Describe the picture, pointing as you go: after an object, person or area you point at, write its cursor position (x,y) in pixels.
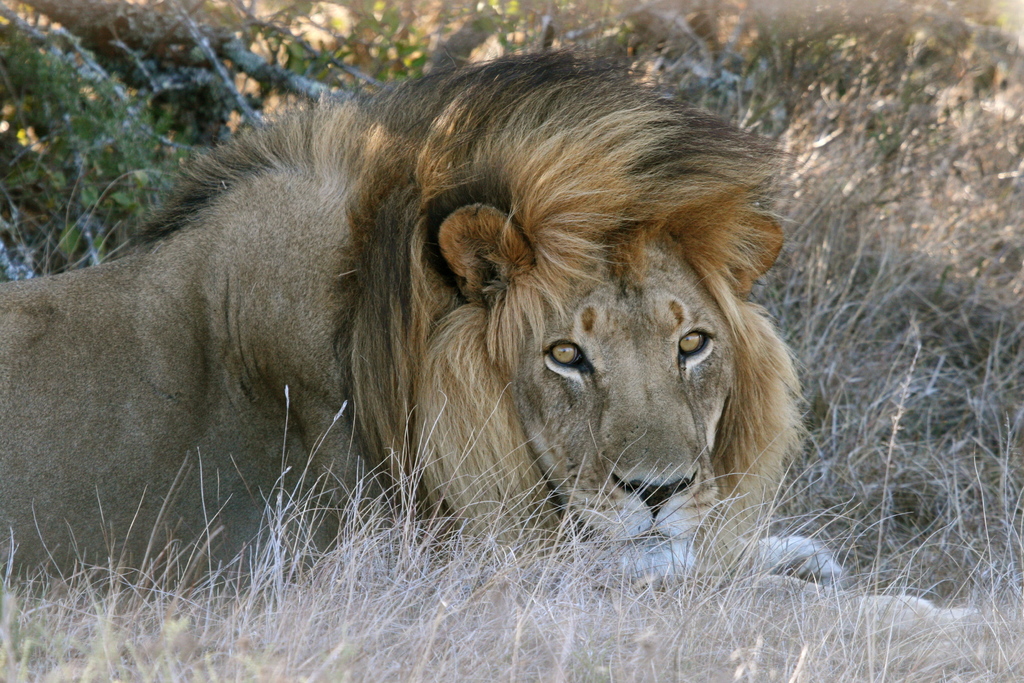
In this picture we can see a lion (537,420), at the bottom (774,655) there is grass (525,606), in the background (391,52) we can see some plants (317,62).
